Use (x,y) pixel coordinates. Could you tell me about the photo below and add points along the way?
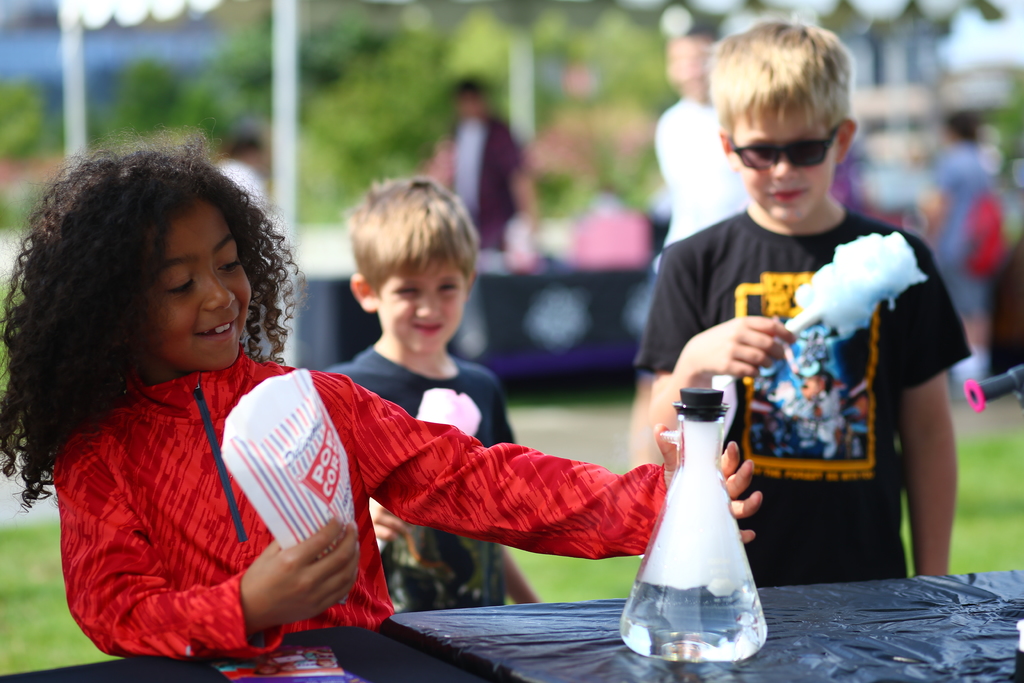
In this image i can see a girl (200,482) in red dress (161,481) is standing and holding a beaker (684,580) and a cover (326,495) in both of her hands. In the background (498,423) i can see 2 boys (450,364) wearing black t shirts (483,383) standing, the boy (727,326) on the right side (738,341) is holding an object (894,282) in his hand (774,322) and wearing glasses (777,156), i can see few other person's (686,129), a building (888,93), few trees (423,100) and a tent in the background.
